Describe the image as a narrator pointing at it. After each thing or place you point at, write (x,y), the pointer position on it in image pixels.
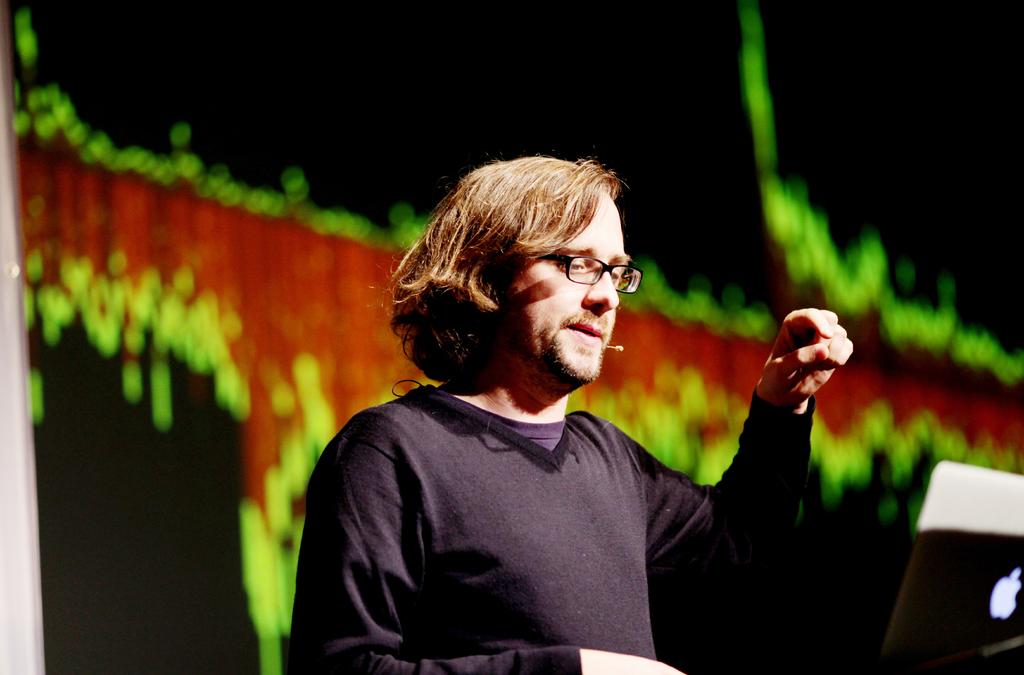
In this image we can see a person (580,418) wearing the spectacles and mic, in front of him there is a laptop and in the background (897,476) we can see some colors.
